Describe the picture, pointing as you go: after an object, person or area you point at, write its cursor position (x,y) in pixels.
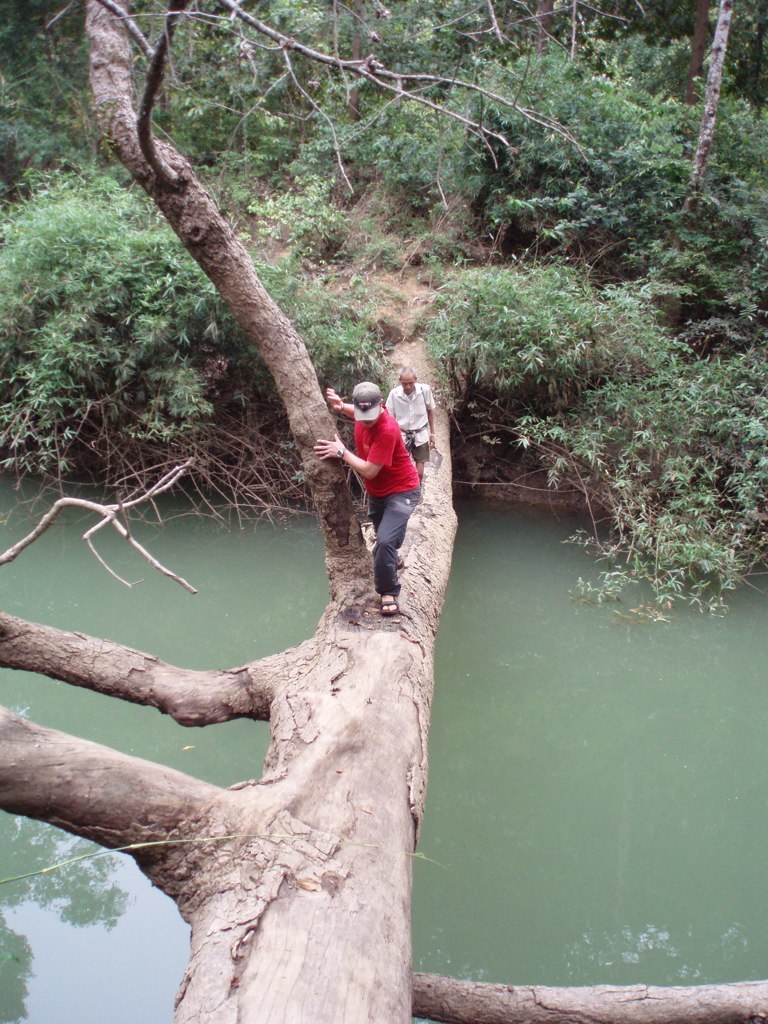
In the middle of this image (427,461), there are two persons (410,469) walking on a branch (331,642) of a tree (300,756), which is used as a bridge (368,623) on a water (503,749). In the background (605,161), there are trees (509,57) and plants (282,231) on the ground (394,333) and there is a path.
